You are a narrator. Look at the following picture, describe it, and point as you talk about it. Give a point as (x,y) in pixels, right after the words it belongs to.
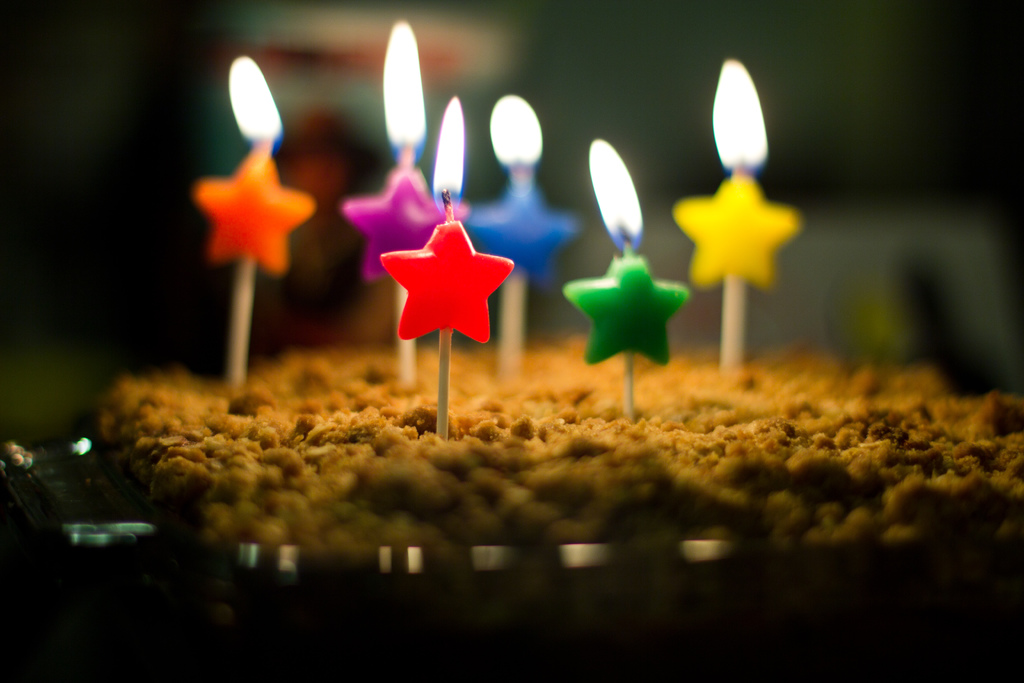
In this image there is some food (587,444) having few candle sticks (523,277) on it. Background (783,11) is blurry.
